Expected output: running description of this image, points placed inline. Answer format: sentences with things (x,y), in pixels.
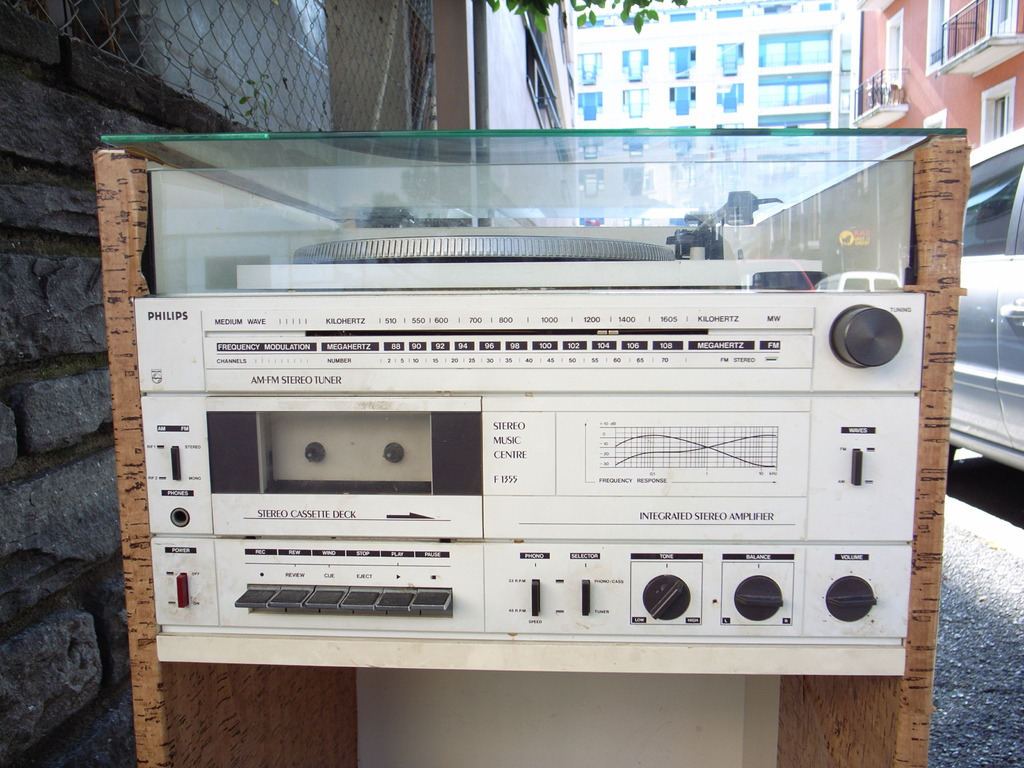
In this picture I can see the radio (668,408) which is kept on the table (780,689), beside that I can see the brick wall (19,453). On the right (968,391) there is a white colour car (983,420) on the road (1013,521). In the background (517,116) I can see the buildings (611,106). At the top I can see many leaves (526,11).
